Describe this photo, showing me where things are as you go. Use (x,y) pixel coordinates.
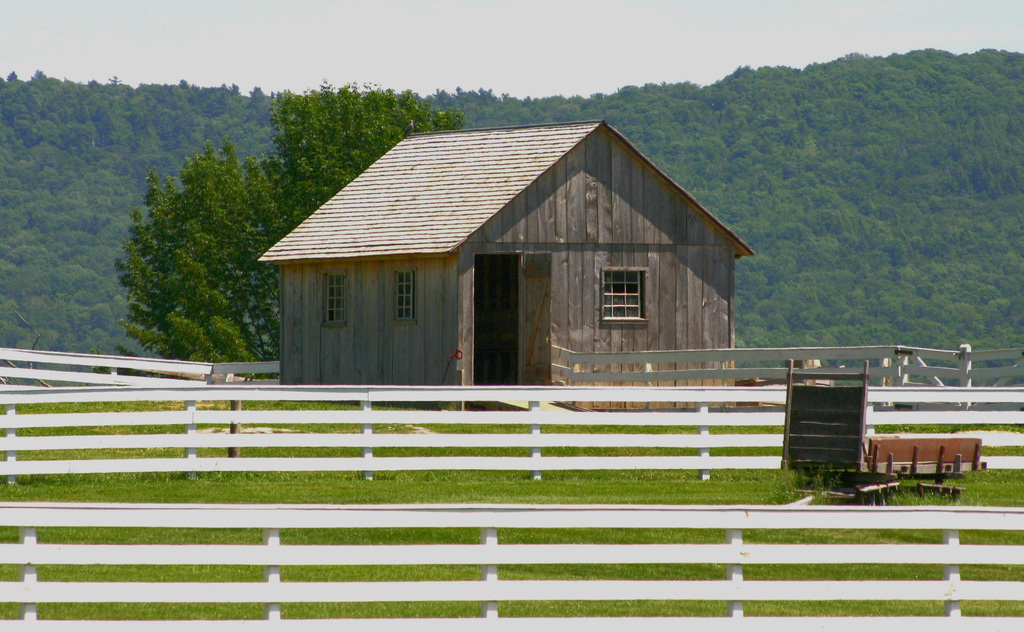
A house (449,259) with windows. Land (550,475) is covered with grass (422,488). Here we can see fence (759,439). Background (745,146) there are number of trees (721,134).
